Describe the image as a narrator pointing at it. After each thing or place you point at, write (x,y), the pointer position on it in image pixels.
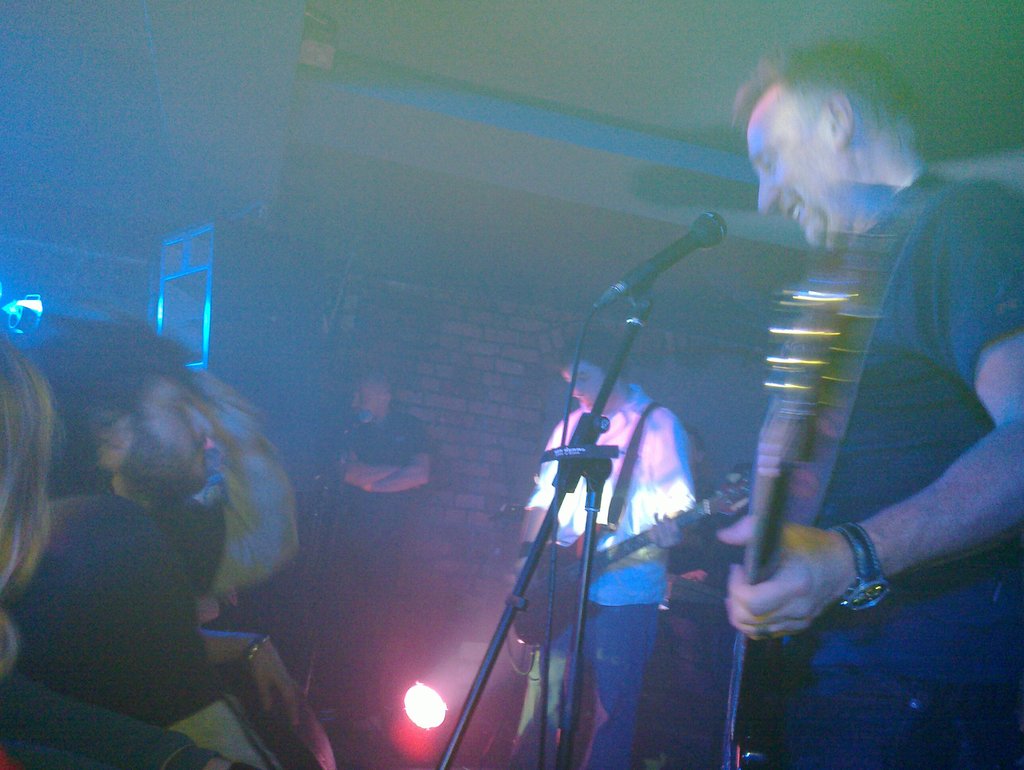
This man (881,170) is playing guitar (818,294) and smiling. In-front of this man (829,746) there is a mic (715,226) with holder (577,467). Far this man (602,557) is standing and playing guitar (553,588). On bottom (435,719) there is a focusing light (441,700). These are audience (166,639).
